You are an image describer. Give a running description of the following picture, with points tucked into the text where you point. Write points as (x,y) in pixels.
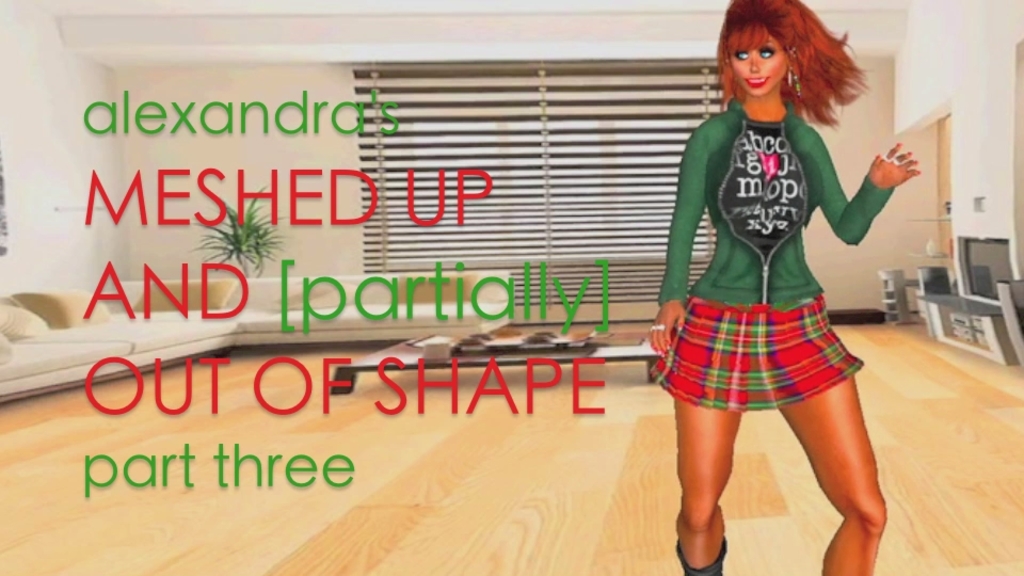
This picture seems to be an animated image. On the right (816,203) we can see a woman (788,125) seems to be standing on the ground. In the background (871,264) we can see there are some objects (476,344) placed on the top of the table (391,350) and we can see the cushions (42,299) and the television (986,271) and many other objects (947,314) and we can see the wall (266,91), window blinds (493,128) and many other objects (204,348) and we can see the text (292,201) on the image and we can see the green leaves (237,239).
